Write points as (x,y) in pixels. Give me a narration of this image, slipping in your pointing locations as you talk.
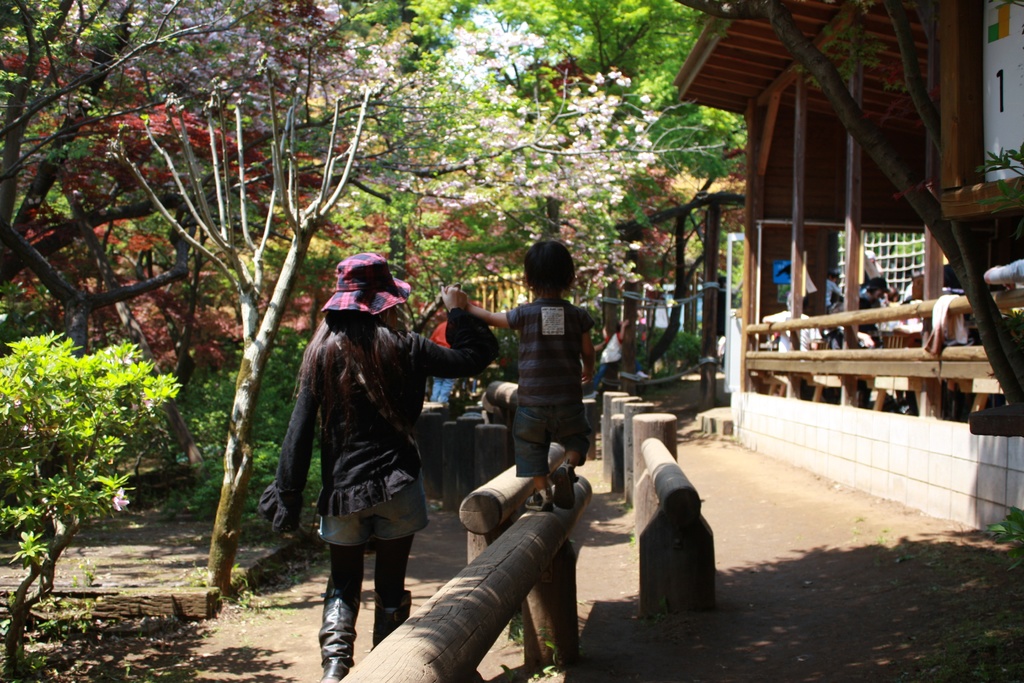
In the middle (373,379) a woman (395,578) is walking by making the baby (572,502) to walk on these things (535,536), she wore hat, on the left side (275,71) there are trees (217,248). On the right side (809,73) there is a wooden house (867,354).
